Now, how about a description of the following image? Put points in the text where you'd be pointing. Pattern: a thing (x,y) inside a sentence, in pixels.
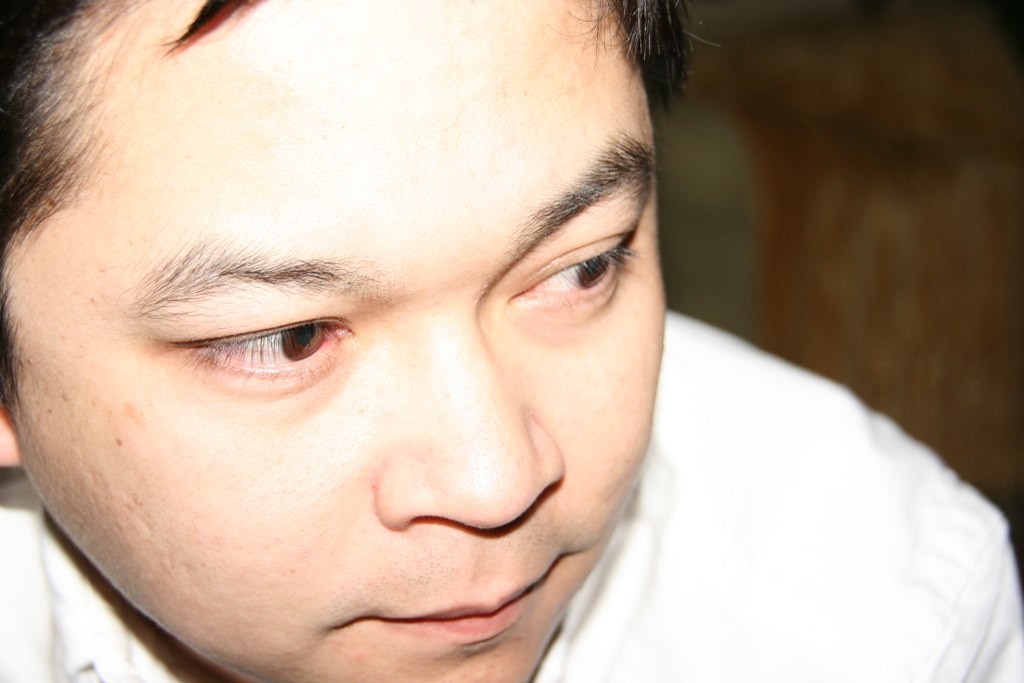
In this image there is a person face (432,390).
